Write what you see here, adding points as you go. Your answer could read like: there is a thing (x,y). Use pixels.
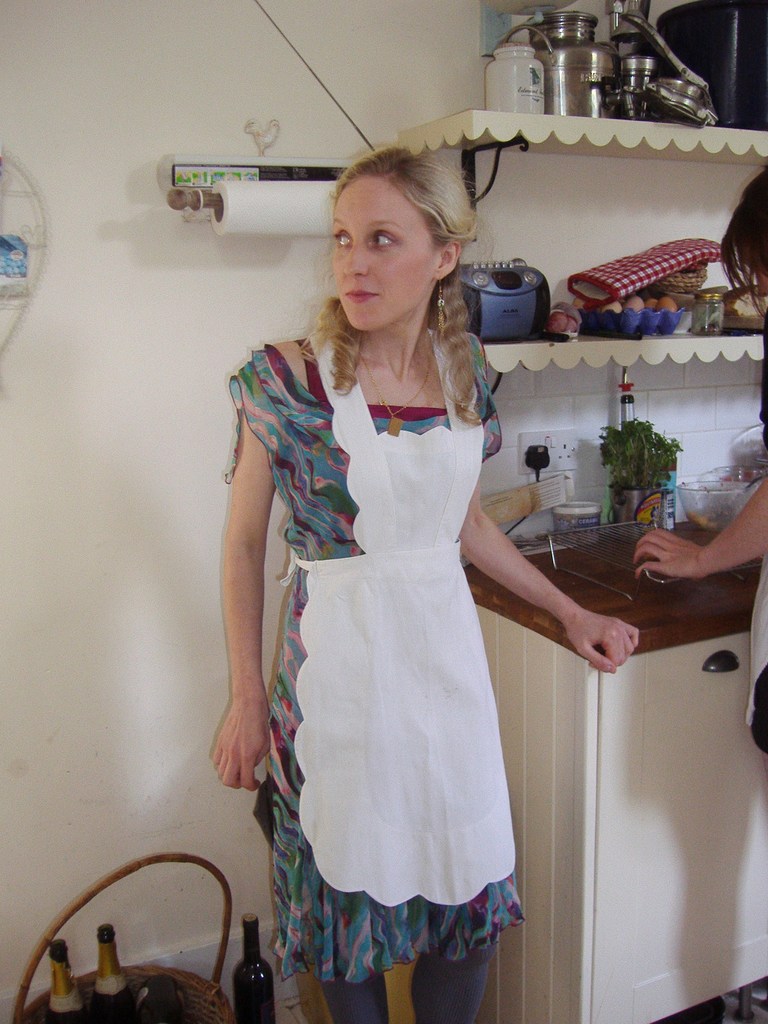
In the image there is a lady (372,524) with apron (349,566) is standing. Behind her there is a tissue roll (268,204) on the wall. Beside her there is a table (588,724) with bowls (688,504), cups (637,486) and some other items (571,491) on it. There is a switch board (559,448) with a wire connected to it. Above the table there are cupboards (593,351) with eggs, cloth (660,267), tape recorder (482,273), vessels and some other items (572,312). In the bottom left corner of the image (172,861) there is a basket (193,859) with bottles (149,989).
